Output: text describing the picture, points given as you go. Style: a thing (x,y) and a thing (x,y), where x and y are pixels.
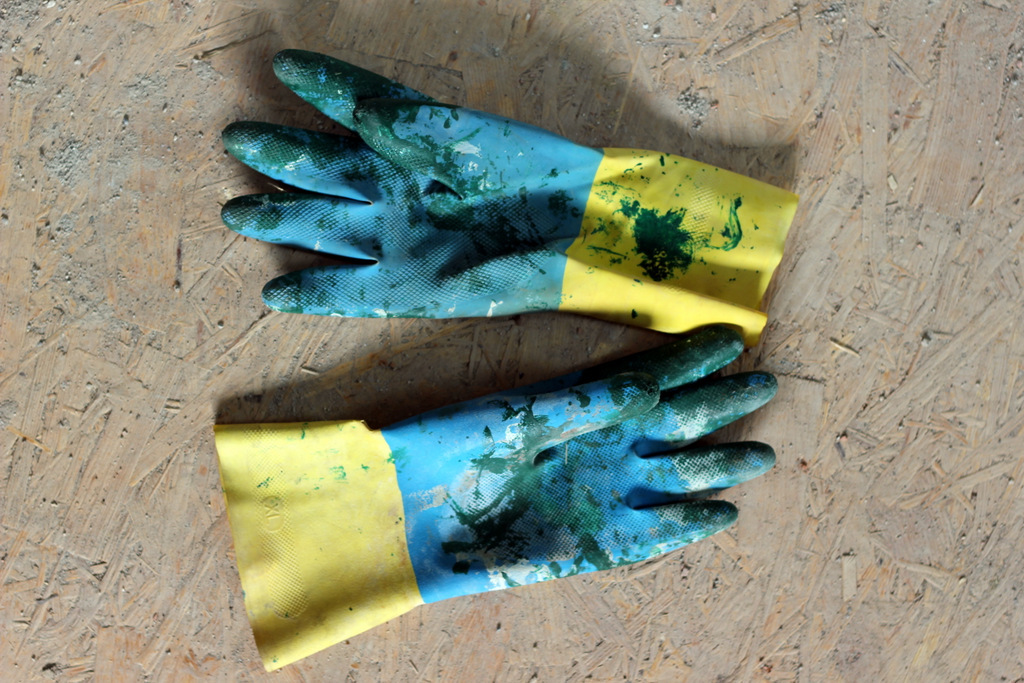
In this image two gloves (653,251) are kept on the floor (945,420).
